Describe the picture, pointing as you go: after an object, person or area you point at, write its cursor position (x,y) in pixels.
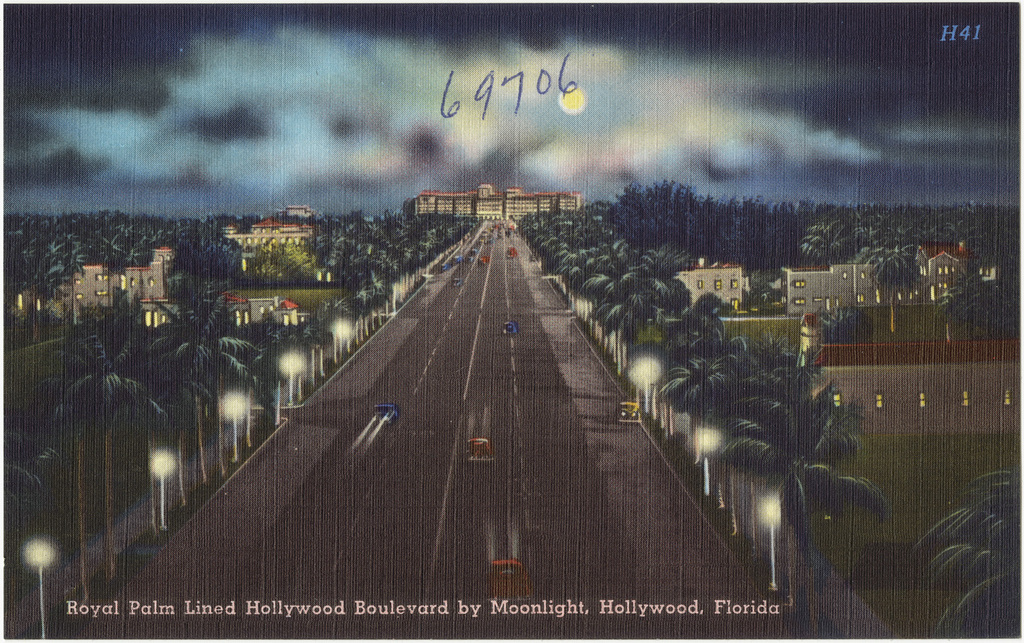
This is a painting and here we can see trees (251,326), buildings (259,317), lights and some vehicles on the road (472,514). At the bottom (175,604), there is a text (402,609) written.
